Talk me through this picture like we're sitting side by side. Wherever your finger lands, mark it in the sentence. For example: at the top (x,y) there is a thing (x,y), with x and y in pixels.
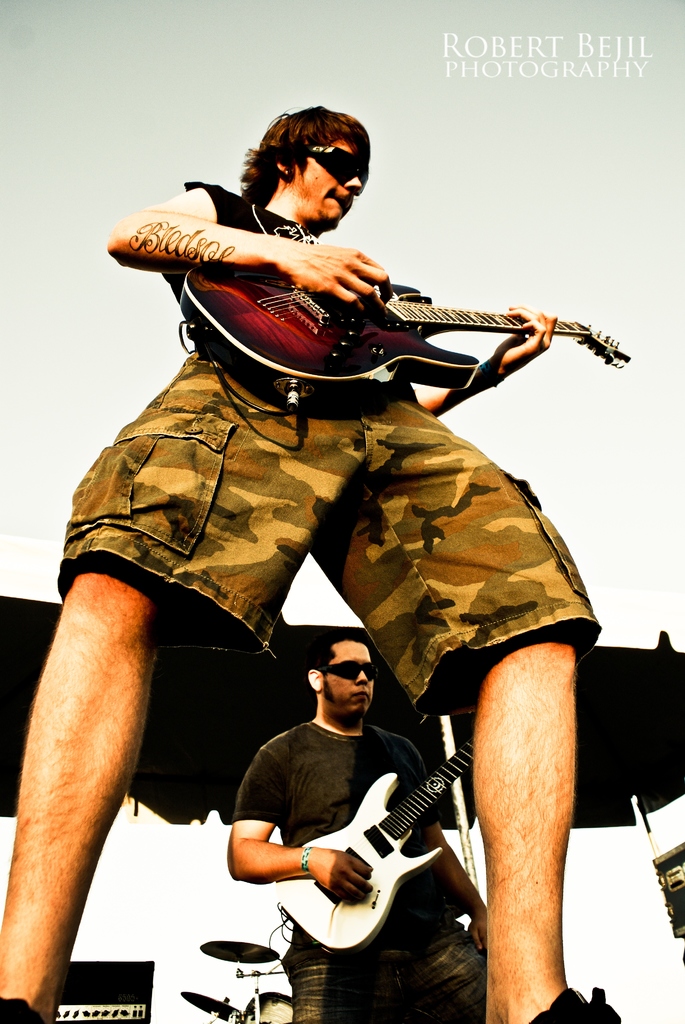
Man (372,499) playing guitar (341,357), this are musical instruments (189,993).
